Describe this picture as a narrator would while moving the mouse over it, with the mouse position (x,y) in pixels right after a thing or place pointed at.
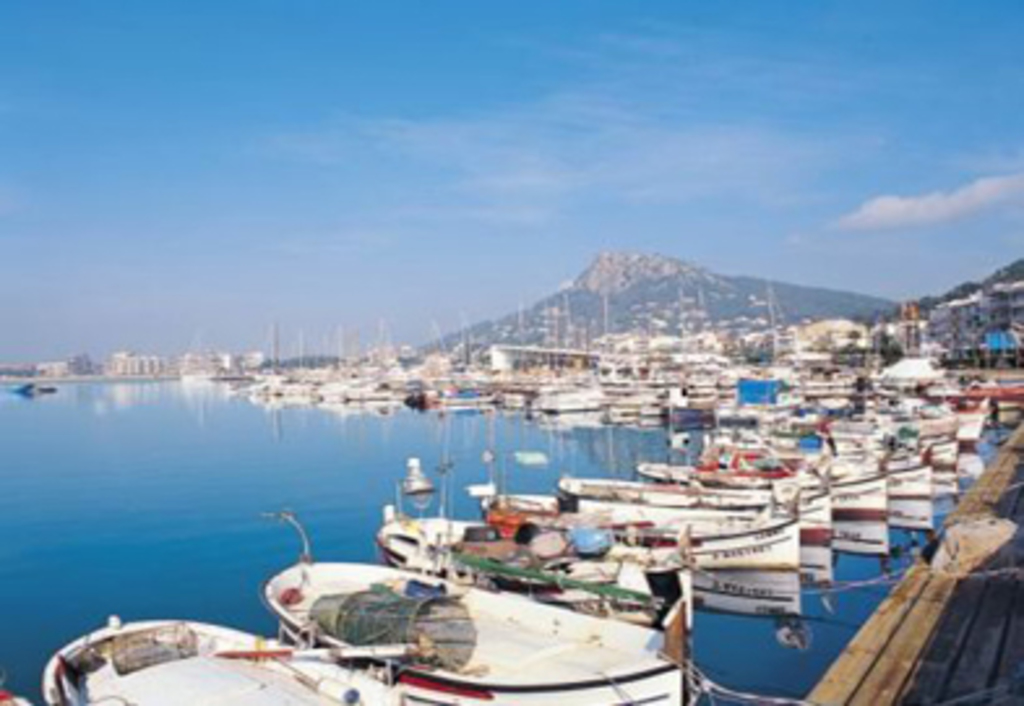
This image is taken outdoors. At the top of the image (174,161) there is a sky (586,216) with clouds (908,210). At the bottom of the image (206,583) there is a sea (54,432) and there are many boats (405,400). In the background (842,301) there are a few buildings (126,357) and a hill (657,295) with trees (824,311) and plants (892,304). On the right side of the image (928,602) there is a wooden platform (972,645).
